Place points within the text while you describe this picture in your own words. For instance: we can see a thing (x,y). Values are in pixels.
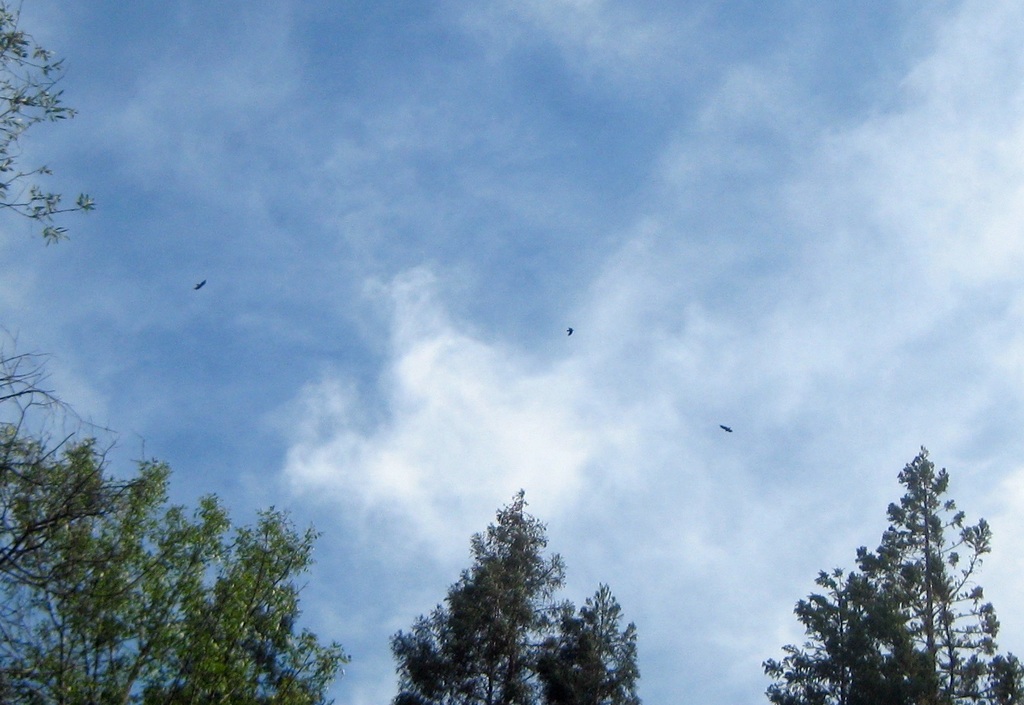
At the bottom of the image (130,564) there are trees (911,618). In the background (202,449) there are birds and sky (765,364).
